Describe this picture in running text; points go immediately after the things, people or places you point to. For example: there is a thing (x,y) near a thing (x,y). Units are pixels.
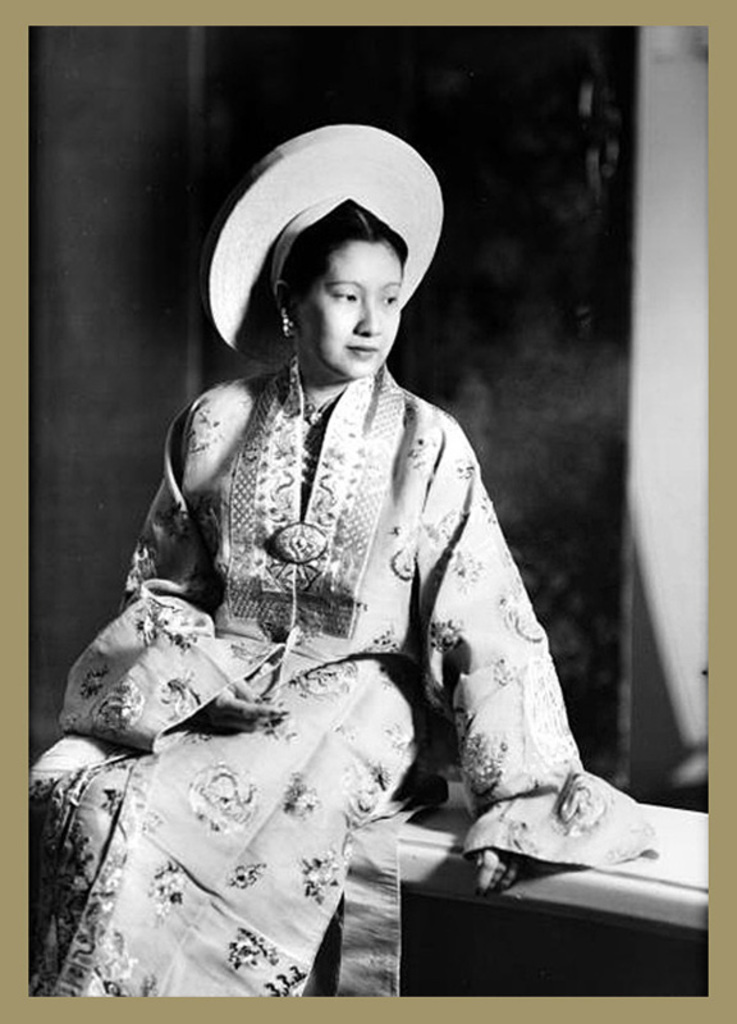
In this picture I can observe a woman (202,493). She is wearing a hat (291,170) on her head (329,222). This is a black and white image.
